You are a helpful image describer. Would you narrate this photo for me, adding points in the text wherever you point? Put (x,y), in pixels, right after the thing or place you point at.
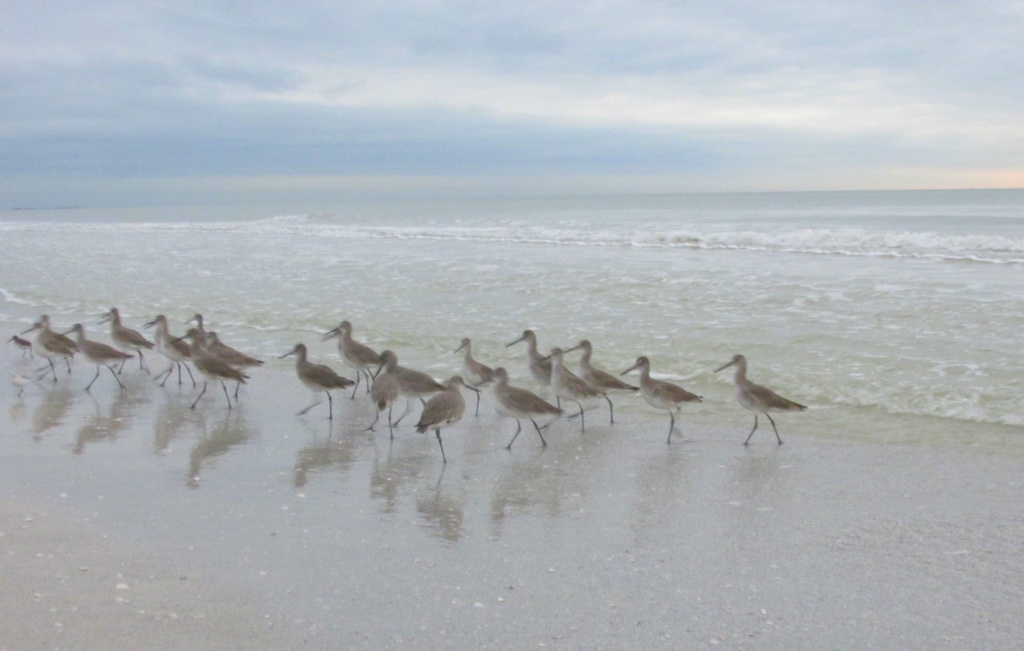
In the center of the image (391,403) we can see the birds (192,358). In the background of the image (442,348) we can see the ocean (602,279). At the bottom of the image (559,573) we can see the soil (619,539). At the top of the image (613,102) we can see the clouds (490,119) are present in the sky (393,143).
